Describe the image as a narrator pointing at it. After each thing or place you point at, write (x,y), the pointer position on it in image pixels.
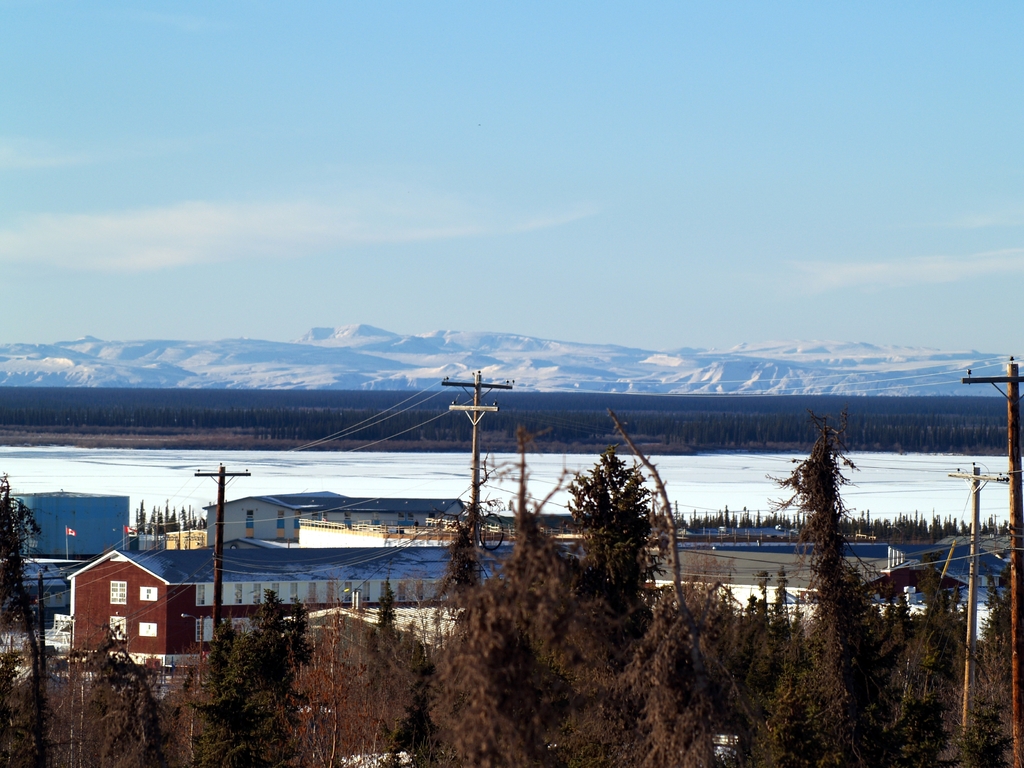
In this Image we can see a clear blue sky (652,154) and snowy mountains (344,348) over here. We can see that ground (424,463) is covered with snow (874,469) and there are few buildings (233,541) over here and in between the buildings (85,569) are 2 flags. There are 4 electrical poles (1015,445) and a lot of trees (424,653).
